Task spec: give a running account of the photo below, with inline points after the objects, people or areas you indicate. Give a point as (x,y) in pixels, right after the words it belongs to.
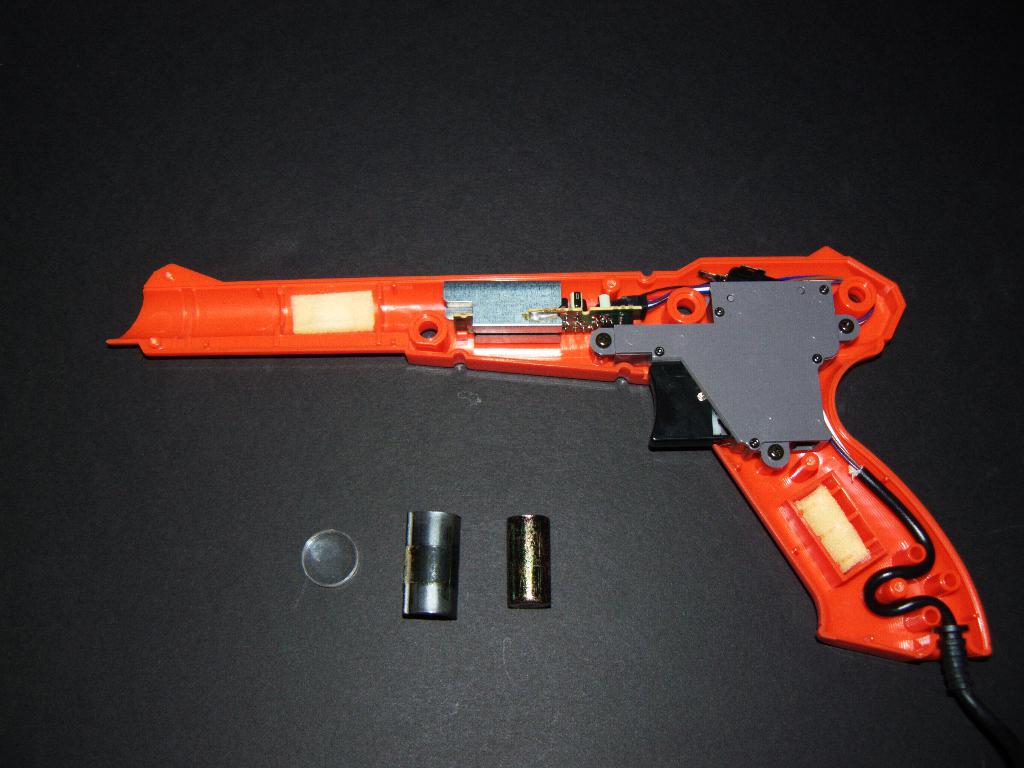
In this image I can see a gun (895,596) and the gun (933,593) is in orange color. I can see few metal parts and I can see black color background (615,588).
